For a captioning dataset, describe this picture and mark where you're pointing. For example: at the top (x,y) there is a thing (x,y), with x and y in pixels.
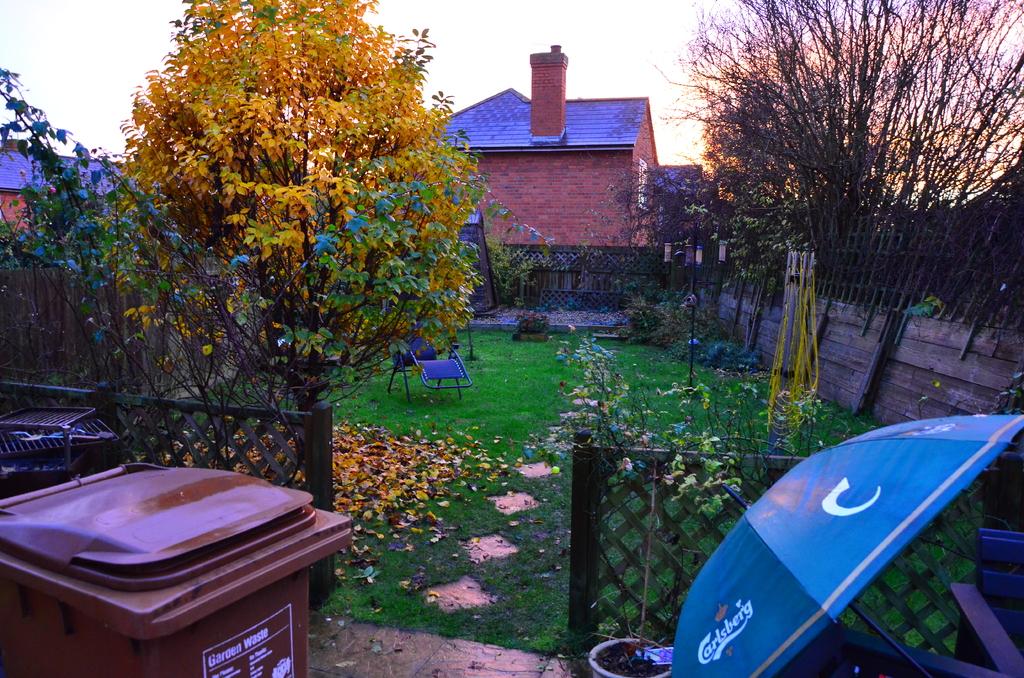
Here we can see fence (300,444), bin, umbrella (816,522), grass (482,389) and trees (878,156). Background (528,181) there are houses (554,165). This is light pole (690,354).
